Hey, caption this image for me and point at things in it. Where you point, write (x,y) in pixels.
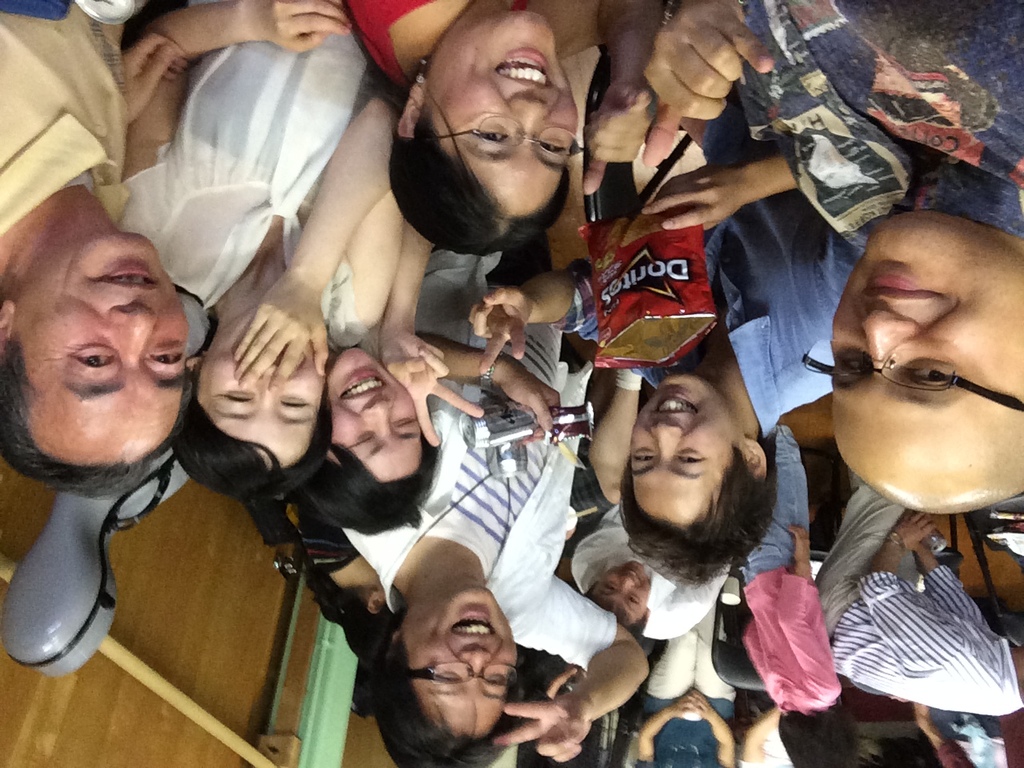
In this image we can see a group of people (669,527). In the background (743,595) we can see walls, floor (1011,579) and a chair (992,544).
